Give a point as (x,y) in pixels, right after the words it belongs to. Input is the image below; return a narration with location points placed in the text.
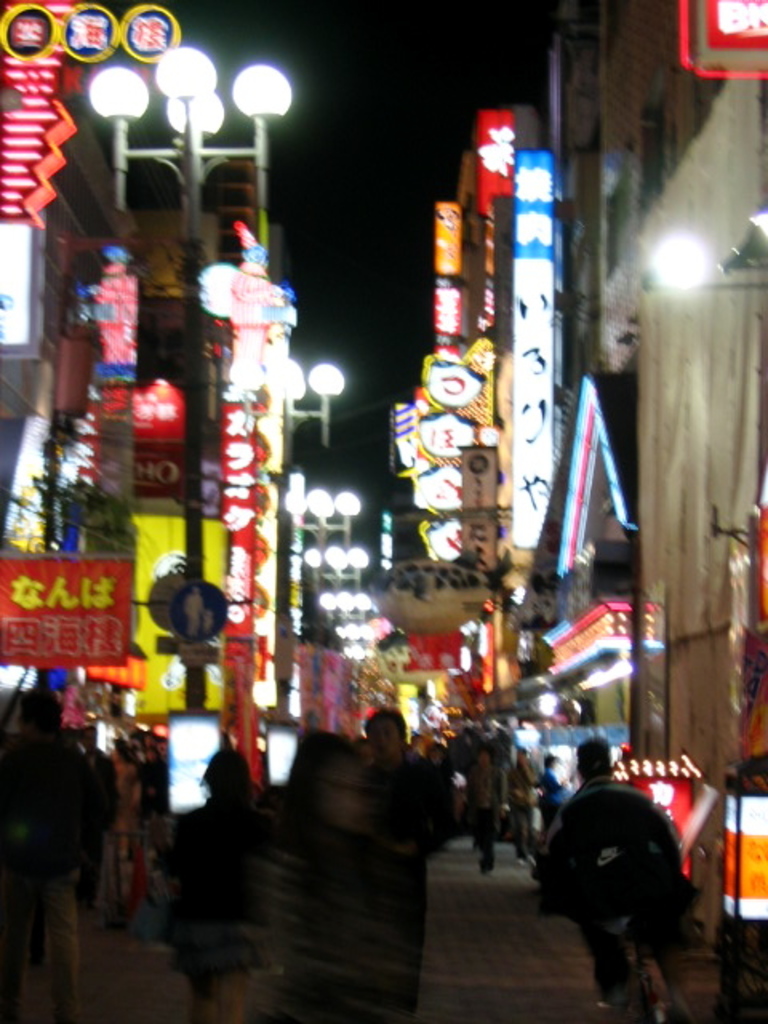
In front of the image there is a person (646,839) cycling on the road (541,967) and there are a few people (57,961) standing. In the background of the image (76,30) there are display boards (37,609), light poles (192,220), directional boards (182,609), buildings (641,391). At the top of the image (395,181) there is sky (388,119).
